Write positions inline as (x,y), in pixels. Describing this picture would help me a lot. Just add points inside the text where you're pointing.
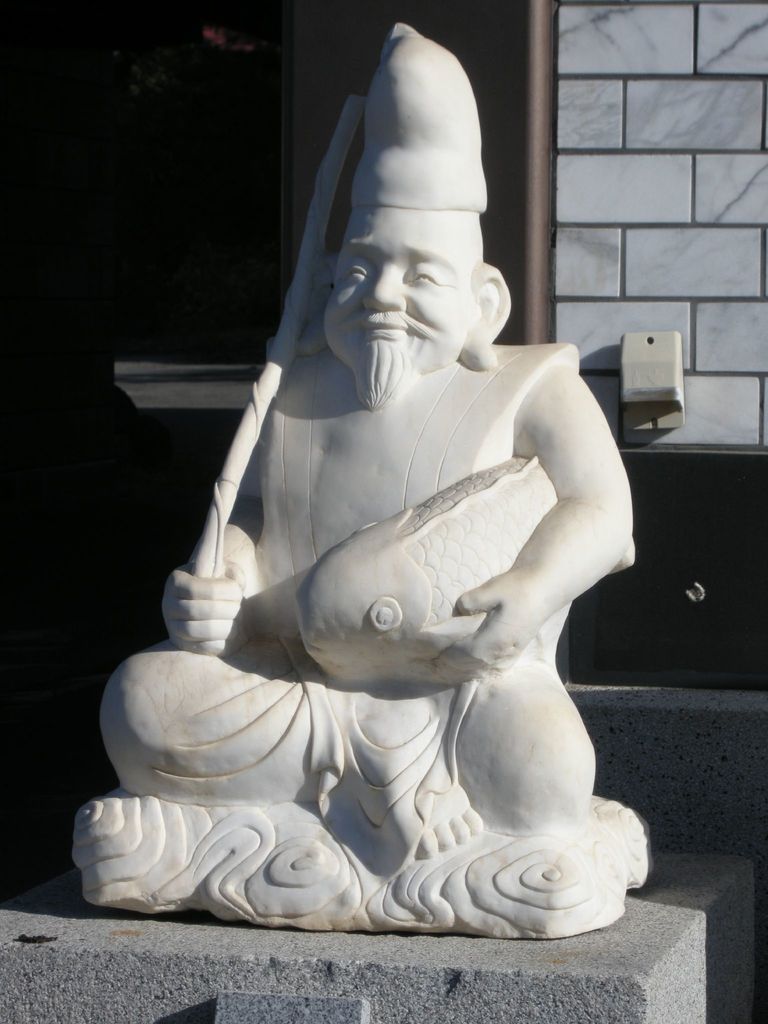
In the center of the image (321,404) we can see a statue (441,544). In the background of the image (731,74) we can see the wall (591,319) and board (666,366). On the left side (90,314), the image is dark.
